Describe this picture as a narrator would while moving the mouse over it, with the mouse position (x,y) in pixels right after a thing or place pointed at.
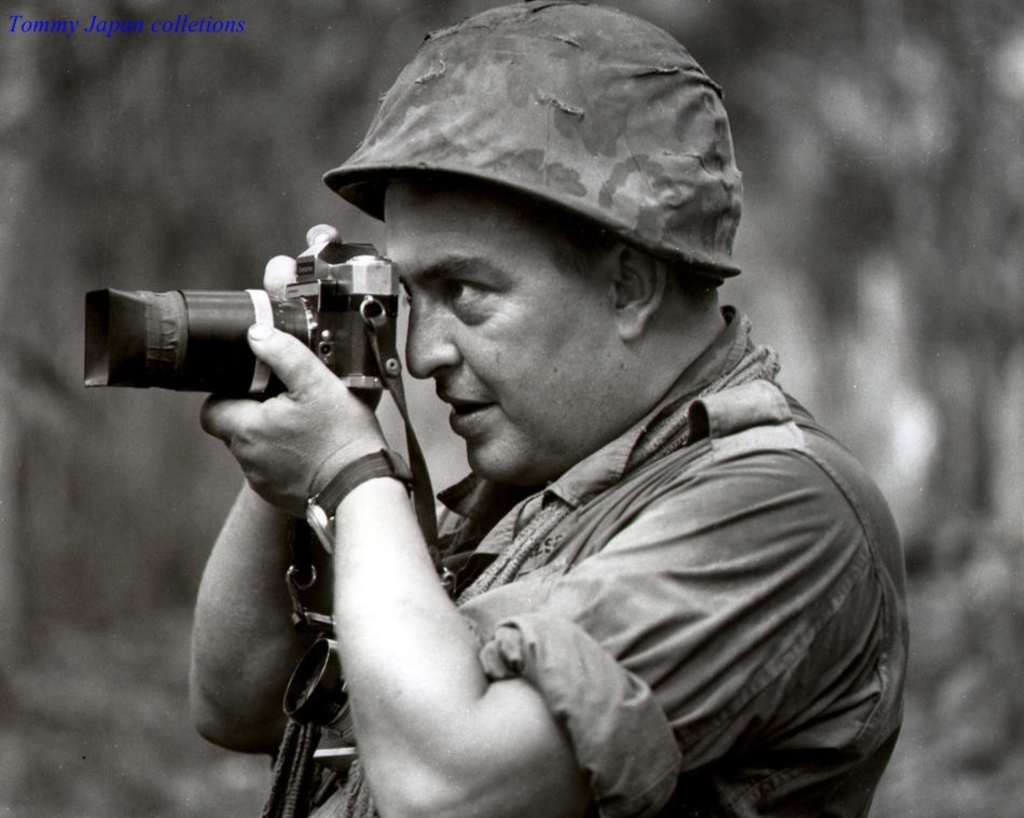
In this image I can see a person (507,464) holding a camera (217,329) and taking a picture. And at the background (772,197) it is blur.
